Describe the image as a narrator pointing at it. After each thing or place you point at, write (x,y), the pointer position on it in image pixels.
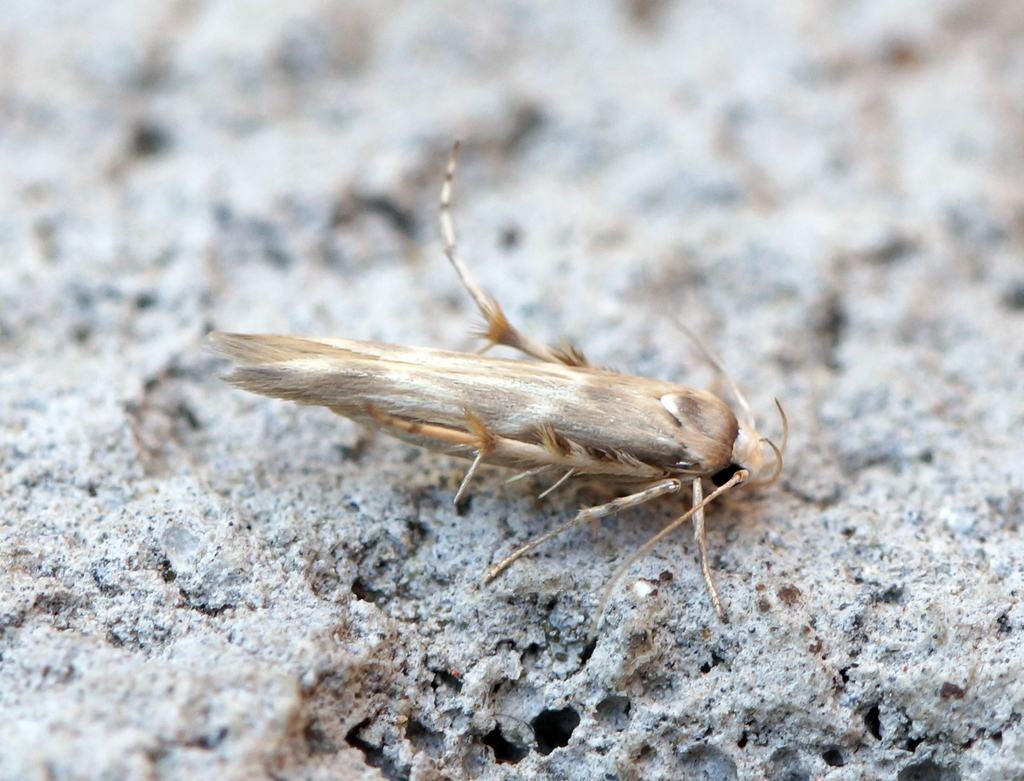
We can see insect (485,389) on the surface (668,539). Background (541,89) it is blur.
